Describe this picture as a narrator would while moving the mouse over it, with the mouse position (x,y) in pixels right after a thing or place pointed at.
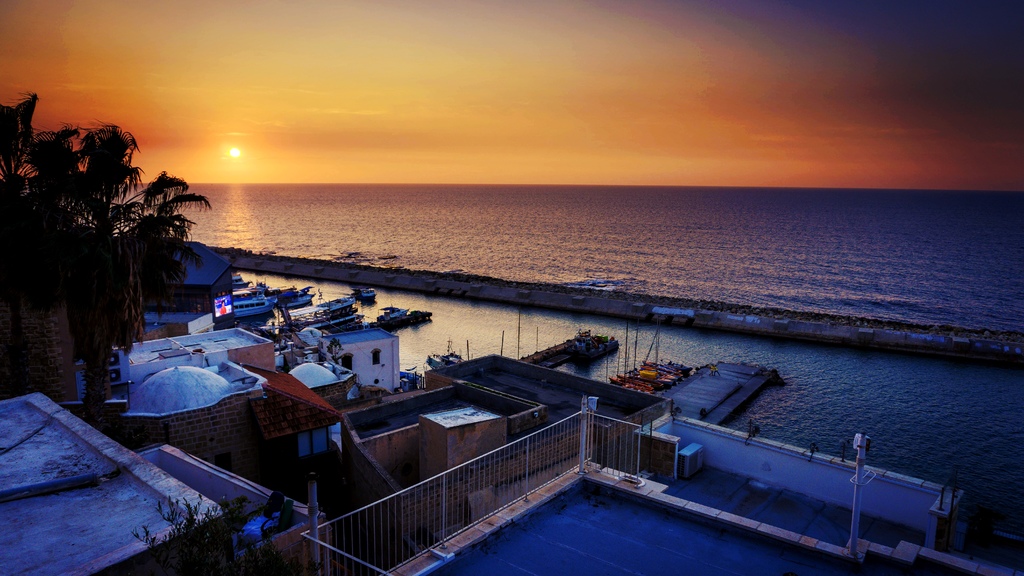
In the picture I can see the ocean (543,227). I can see the sunshine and the clouds (590,146) in the sky (532,146). I can see the boats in the water (491,306). There are buildings (570,396) on the side of the ocean (505,310). There are trees (143,264) on the left side (55,264).
